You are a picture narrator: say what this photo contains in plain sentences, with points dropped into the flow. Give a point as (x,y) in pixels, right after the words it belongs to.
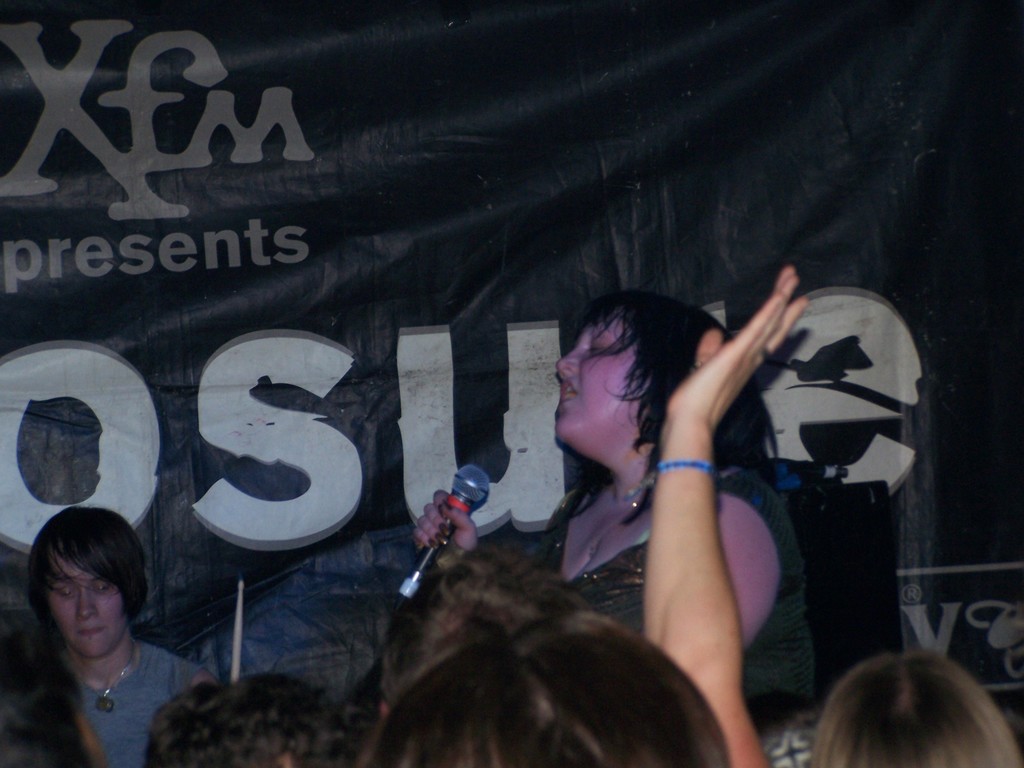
In the image we can see there is a woman (663,357) standing and she is holding a mic (462,483) in her hand (436,506), there is a person (90,658) standing at the back (145,682). In front (469,661) there are spectators (482,671) watching the woman (606,534) and behind there is a banner (551,244).
